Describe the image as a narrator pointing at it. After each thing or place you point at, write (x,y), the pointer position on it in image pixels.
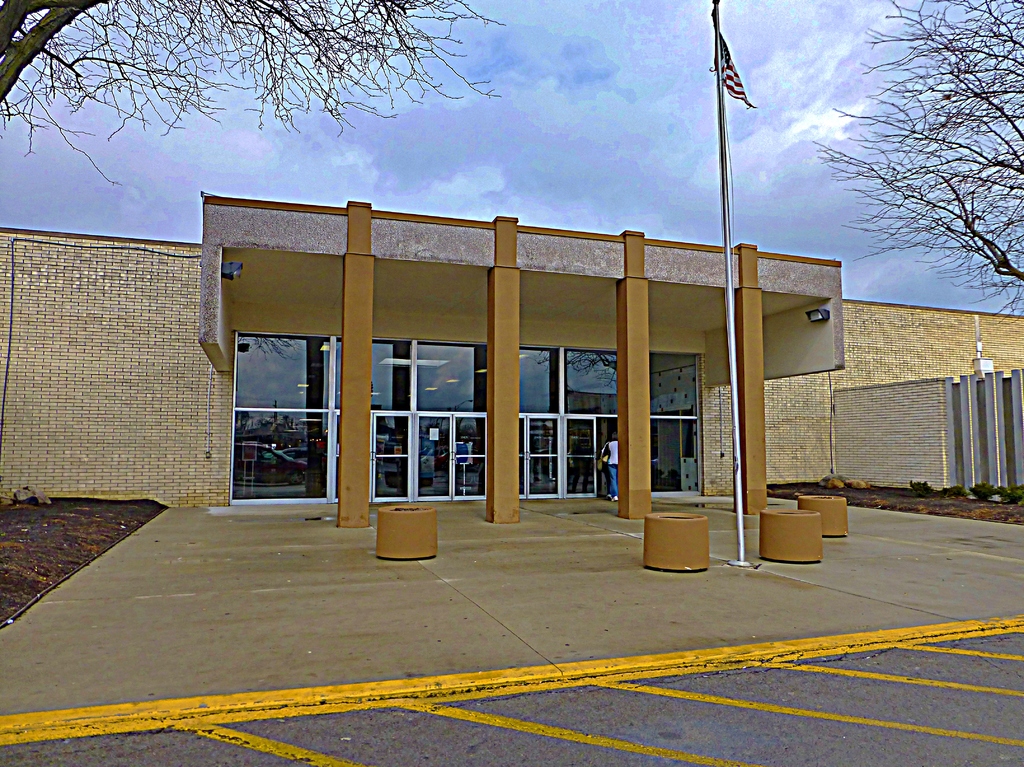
In this image there is a building (570,396) and a person (607,463) is walking into the building (634,478). In front of the building (577,412) there is a flag (727,82). At the background (366,165) there are trees (899,88) and sky (492,110).
